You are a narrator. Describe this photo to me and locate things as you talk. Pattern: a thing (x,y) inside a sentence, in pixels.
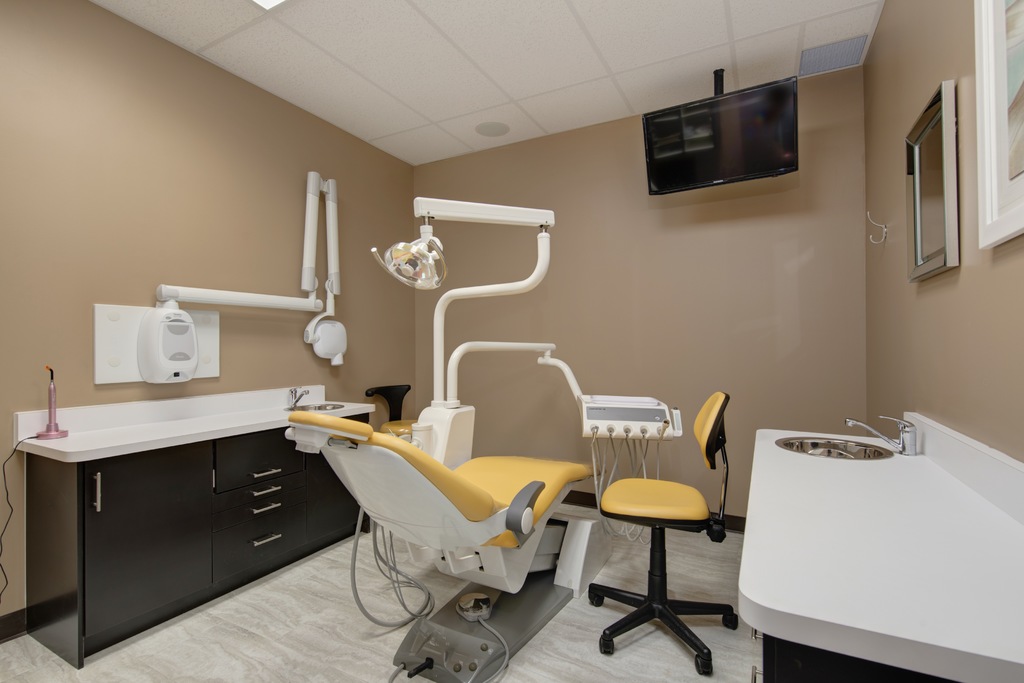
In this picture there is a dental clinic (585,356), where we can see machinery (448,471) in the center (600,398) and there is a chair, sanitary equipment (869,448), mirror (955,219) and a portrait (990,126) on the right side (804,453), there is a screen (751,110) at the top side (737,113) and there are cupboards (215,480) and other objects (216,366) on the left side (118,479).
